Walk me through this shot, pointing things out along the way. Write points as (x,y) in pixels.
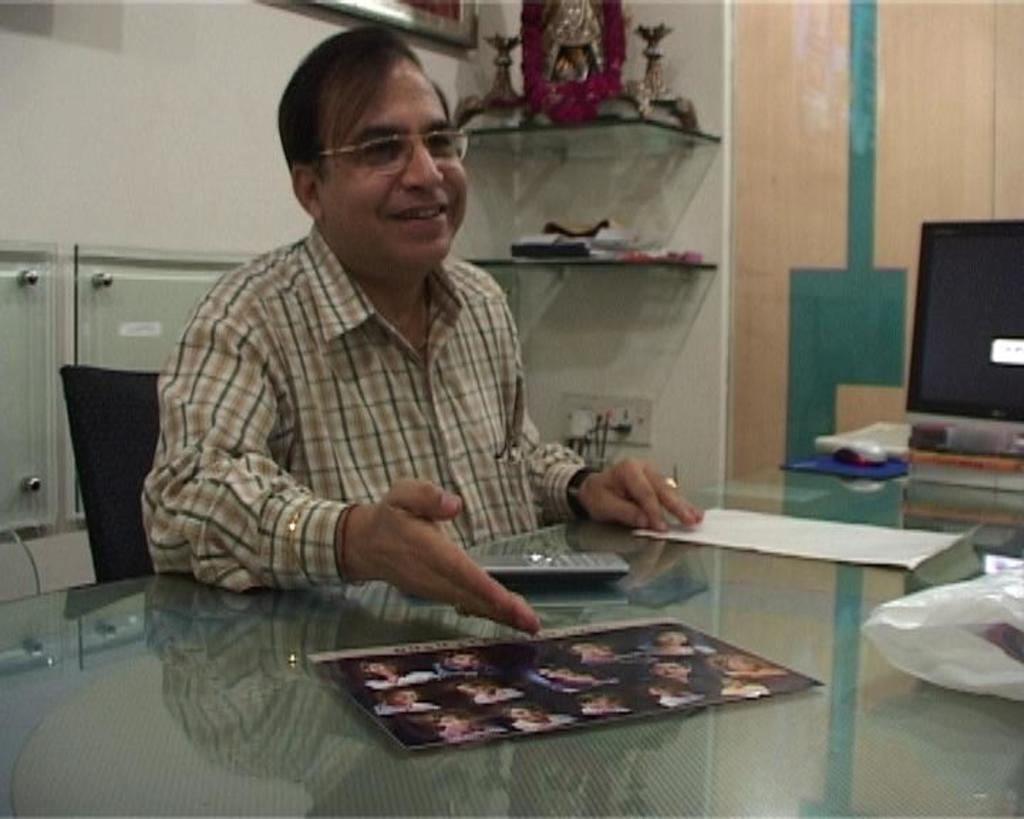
This image consists of a man (392,565) sitting in a chair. In front of him, there is a table (622,750) made up of glass (762,645). On which there are papers (700,680) and a monitor (937,370) along with a remote (526,578). In the background (208,71), there is a wall (588,170) and shelf (582,123).
